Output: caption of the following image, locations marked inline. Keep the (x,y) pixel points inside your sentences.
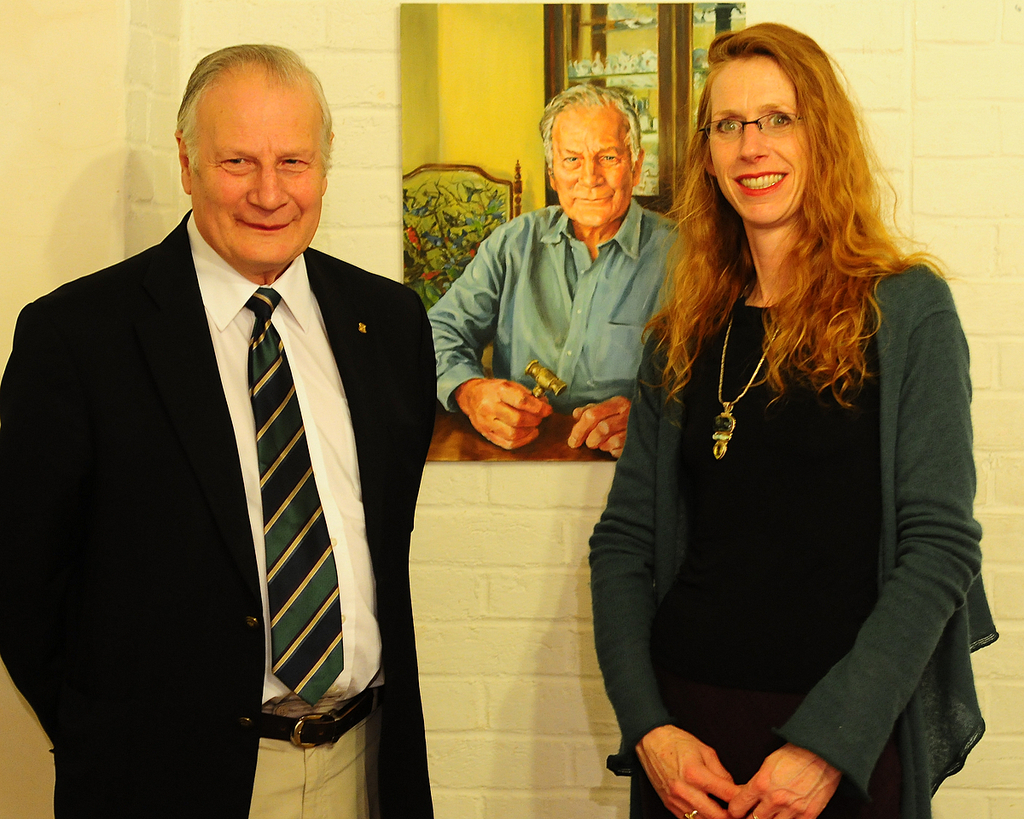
In this image, we can see two persons (780,533) in front of the wall (893,67) wearing clothes (308,527). There is a painting (602,199) at the top of the image (603,249).
